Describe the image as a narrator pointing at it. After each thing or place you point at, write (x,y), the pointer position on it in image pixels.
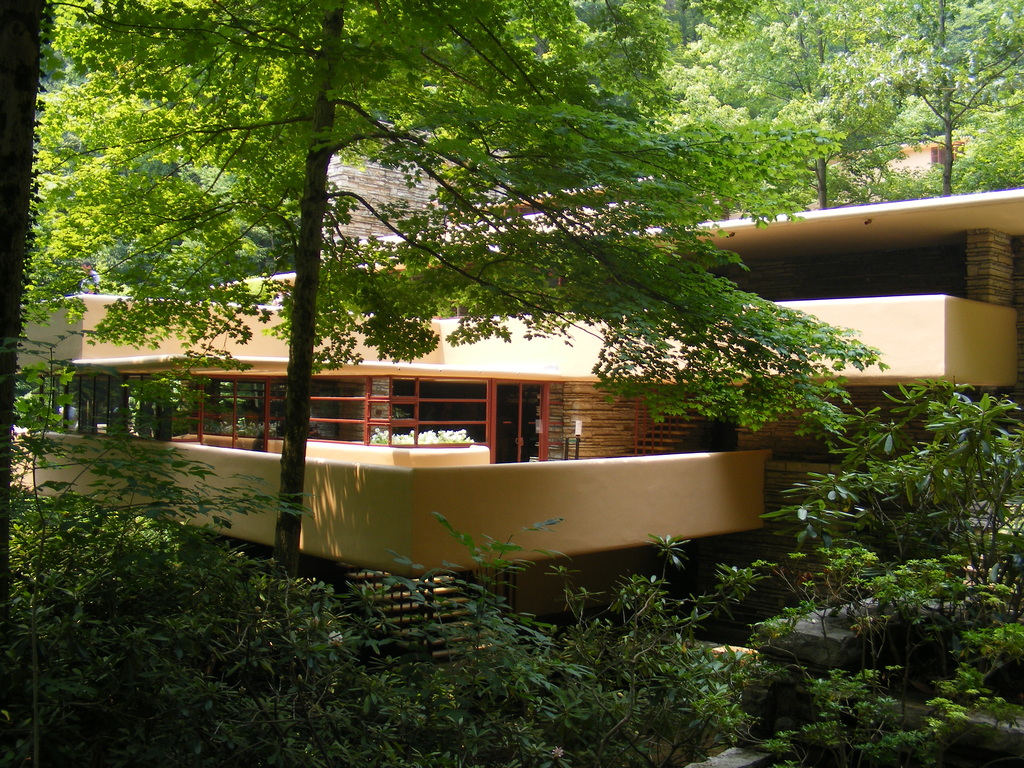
In this image I can see trees (299,410) and a building (380,501).
